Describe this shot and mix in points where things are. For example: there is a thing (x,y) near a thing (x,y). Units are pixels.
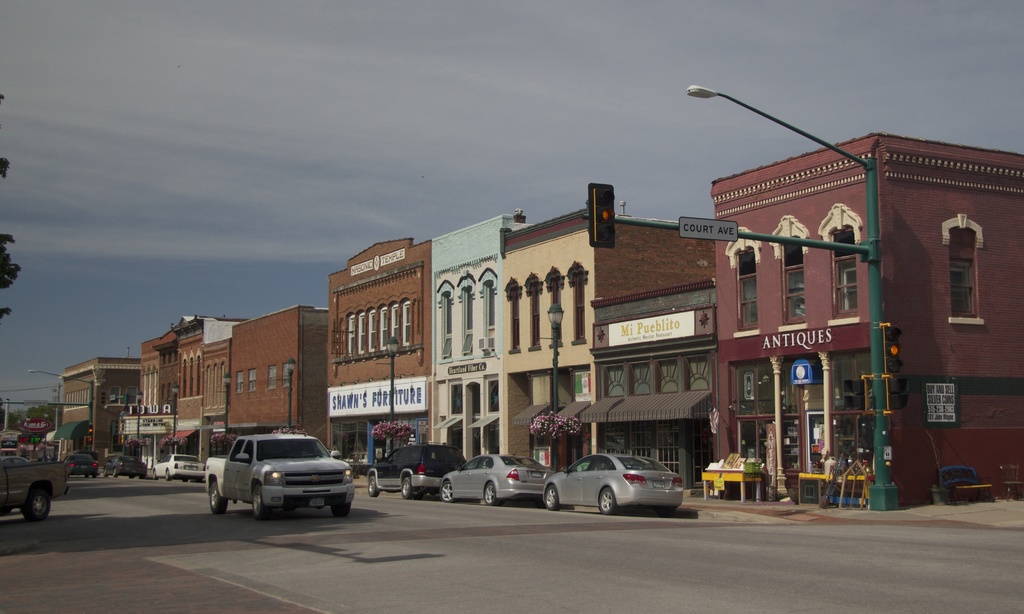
In this image there are buildings (839,295) and poles (869,159). At the bottom (18,490) there are cars (18,506) on the road (590,577). In the background (555,179) there is sky (306,171). On the left (14,268) there is a tree (3,269).
